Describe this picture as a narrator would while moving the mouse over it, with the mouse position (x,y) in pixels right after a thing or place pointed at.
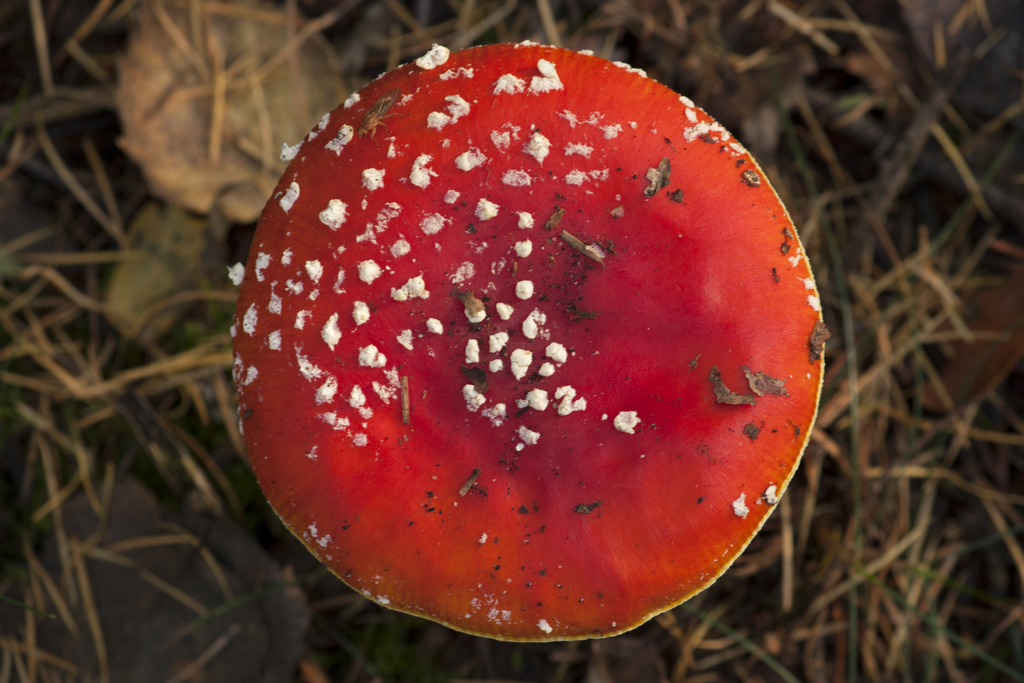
We can see red mushroom (483,555) and dried grass (71,393).
